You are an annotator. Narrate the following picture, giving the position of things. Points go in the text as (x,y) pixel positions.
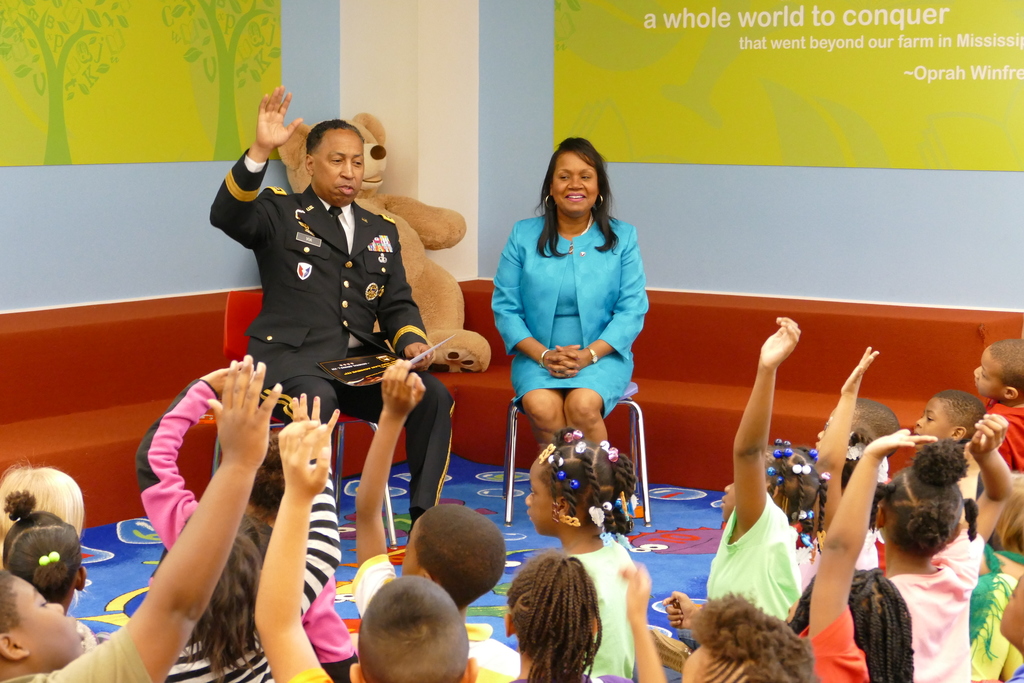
Children (332,573) are sitting on the floor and raising hands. 2 people (271,300) are sitting on the chairs (635,440). behind them there is a brown teddy (397,219) and there are green posters (2,114) on the wall (440,74).
